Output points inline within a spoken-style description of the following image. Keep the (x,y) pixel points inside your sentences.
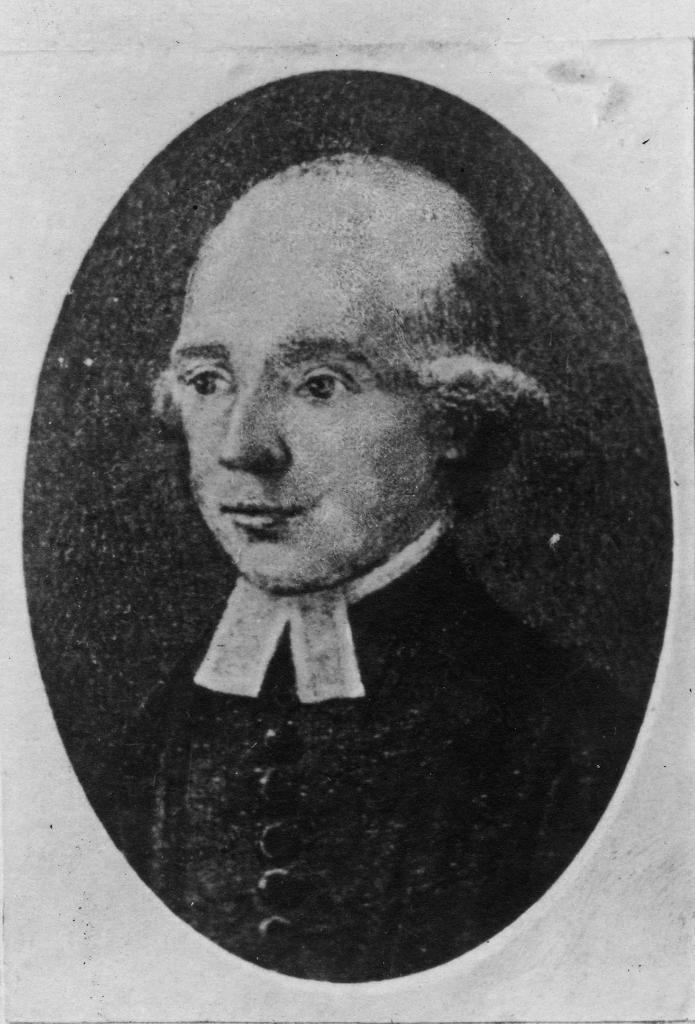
This is a black and white image, in this image there is a photo of a person (267,539).
